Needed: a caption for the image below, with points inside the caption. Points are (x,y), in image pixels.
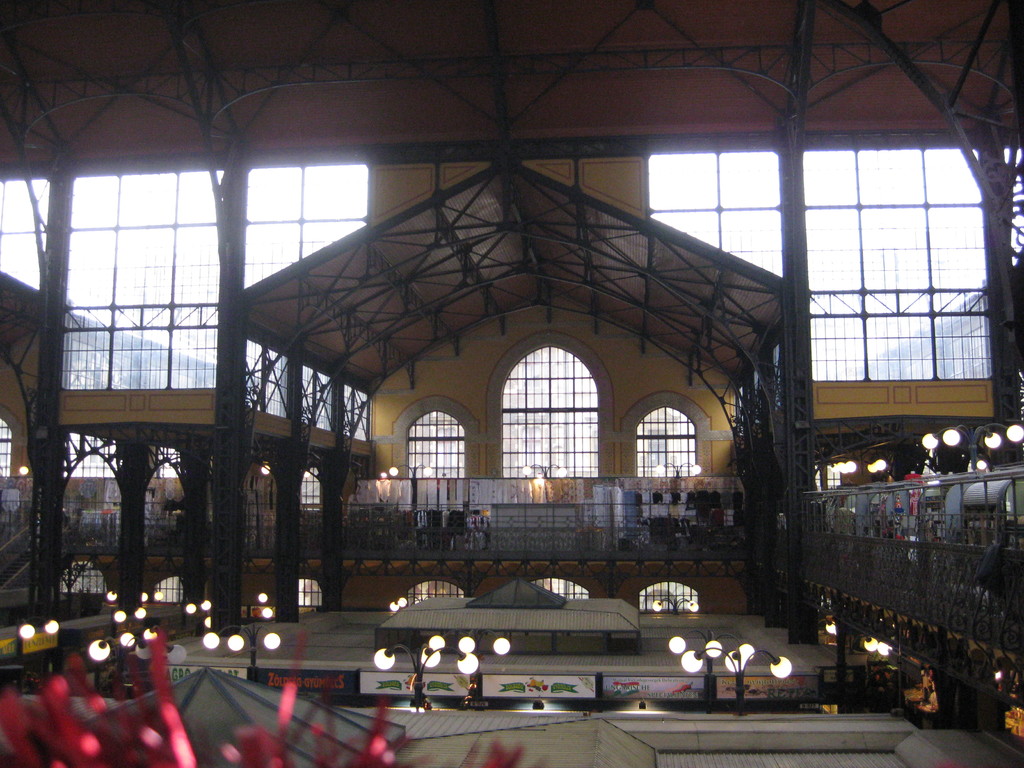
In the picture, there is a huge hall (297,249) and inside the hall (518,178) there is a hut like construction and around that there are beautiful lights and behind the hut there are many windows (852,228) in the front side of the hall (746,67).
